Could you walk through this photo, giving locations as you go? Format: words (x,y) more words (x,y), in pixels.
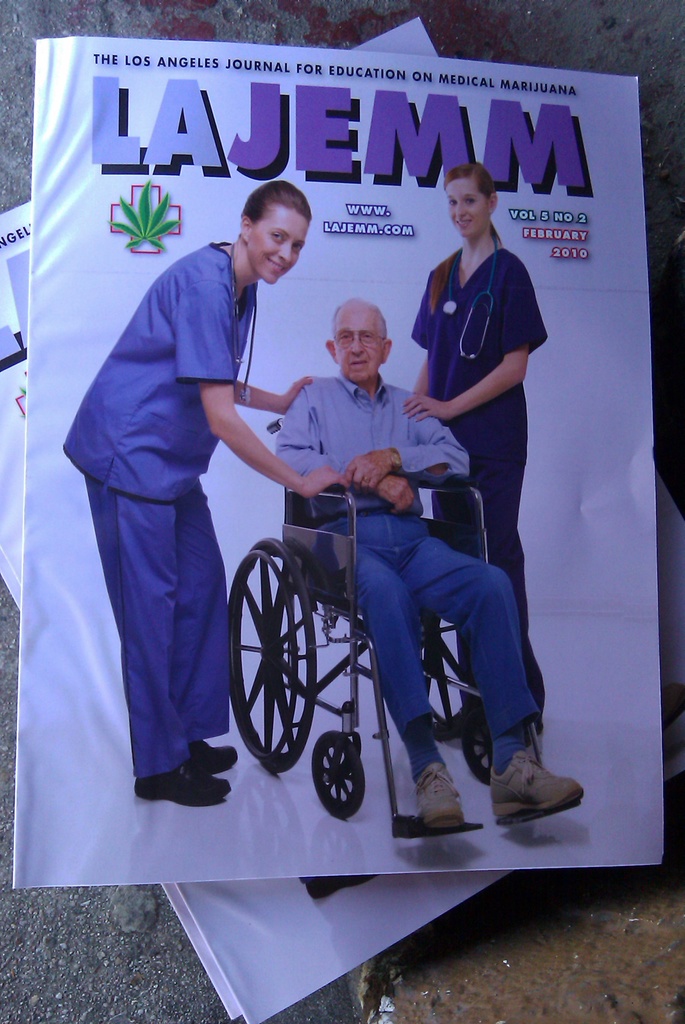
In this picture we can see few books (322,727), in the book (177,423) we can find two women (432,347) and a man (357,411), he is seated on the wheel chair (307,668).
